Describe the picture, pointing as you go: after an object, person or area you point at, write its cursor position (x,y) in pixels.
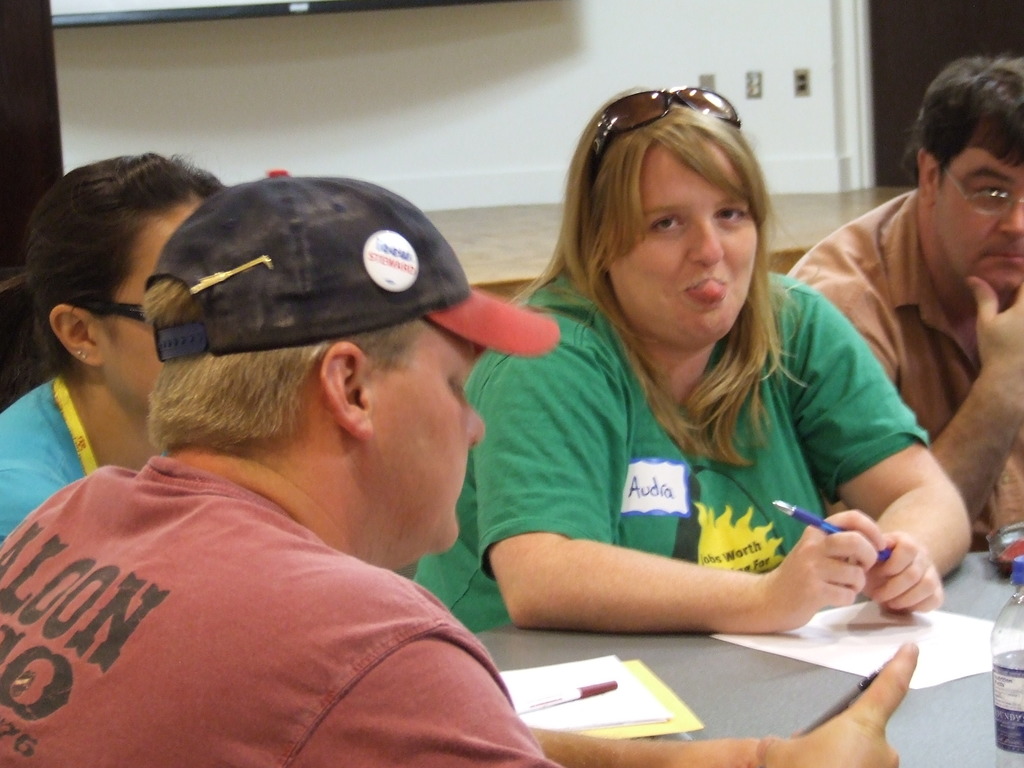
In this image I can see there are few persons (456,532) visible in front of the table (727,676), on the table (774,661) I can see papers (595,703) and pens (571,695) and bottle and woman (775,474) holding a pen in the middle (526,485), at the top (448,128) I can see the wall (425,140), in front of the wall (474,195) there is a table (526,232).
